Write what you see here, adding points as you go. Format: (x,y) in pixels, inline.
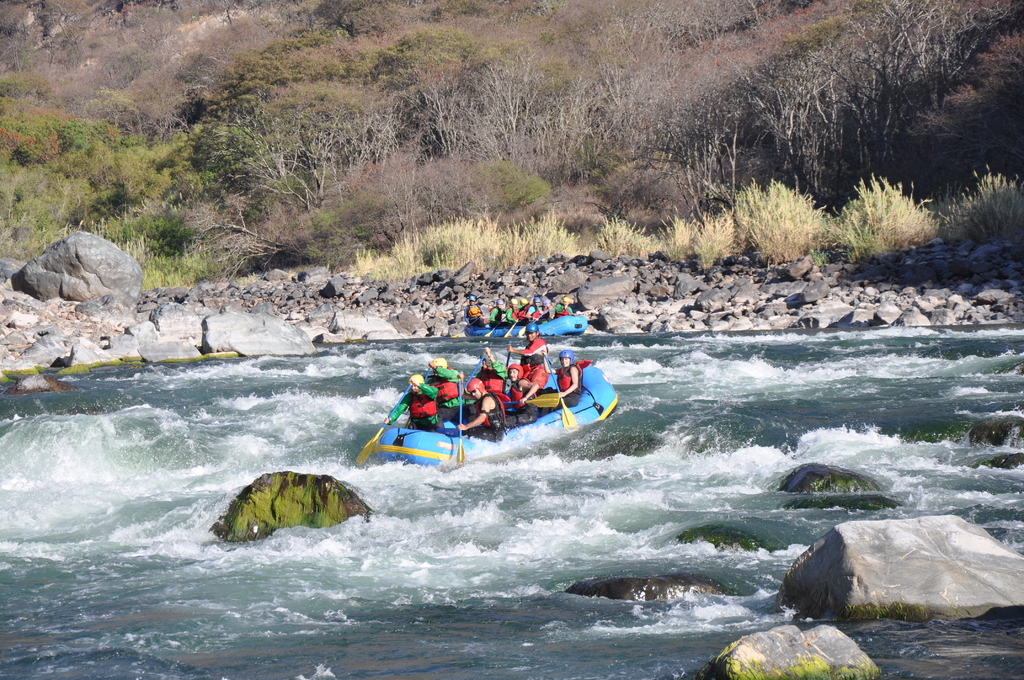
In this image we can see people (542,386) sitting on boats (516,335) and holding oars (459,401) in their hands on the water (456,531). In the background (449,313) we can see trees (352,201), rocks (665,262) and stones (800,277).
